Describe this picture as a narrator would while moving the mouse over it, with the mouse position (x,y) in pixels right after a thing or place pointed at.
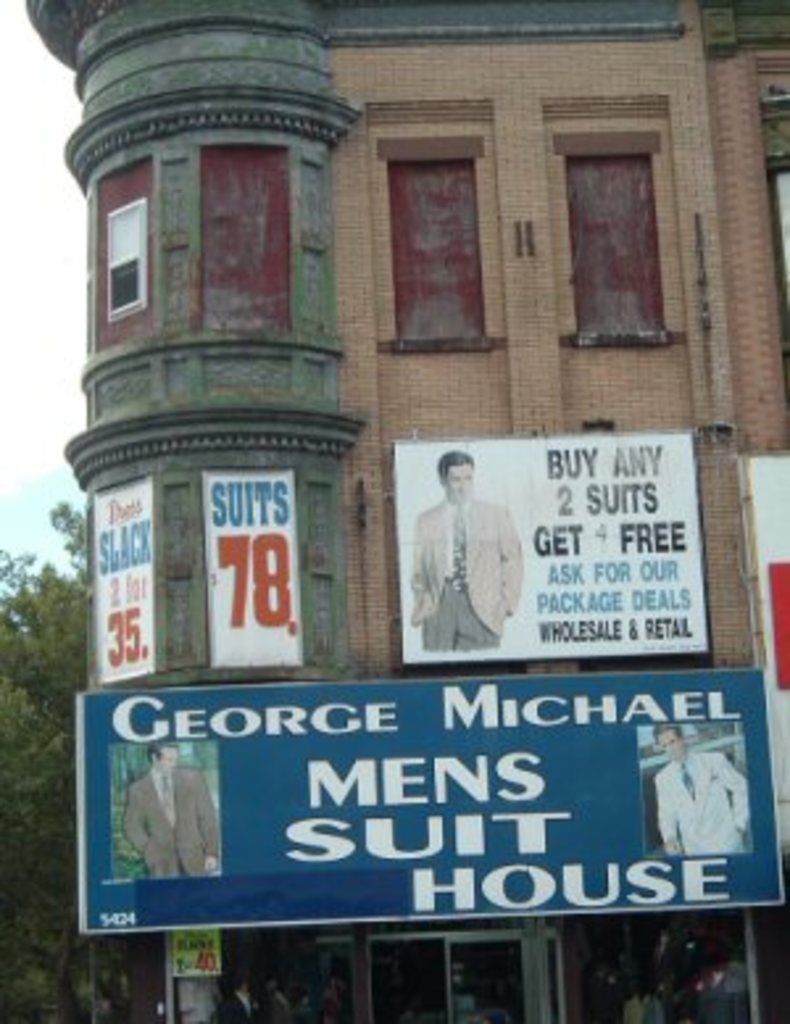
There are posters (398,544) on the building (384,390) in the center of the image (271,603), it seems like stalls (416,978) at the bottom side (384,961). There are trees (17,927) and sky (45,496) in the background (66,383).
